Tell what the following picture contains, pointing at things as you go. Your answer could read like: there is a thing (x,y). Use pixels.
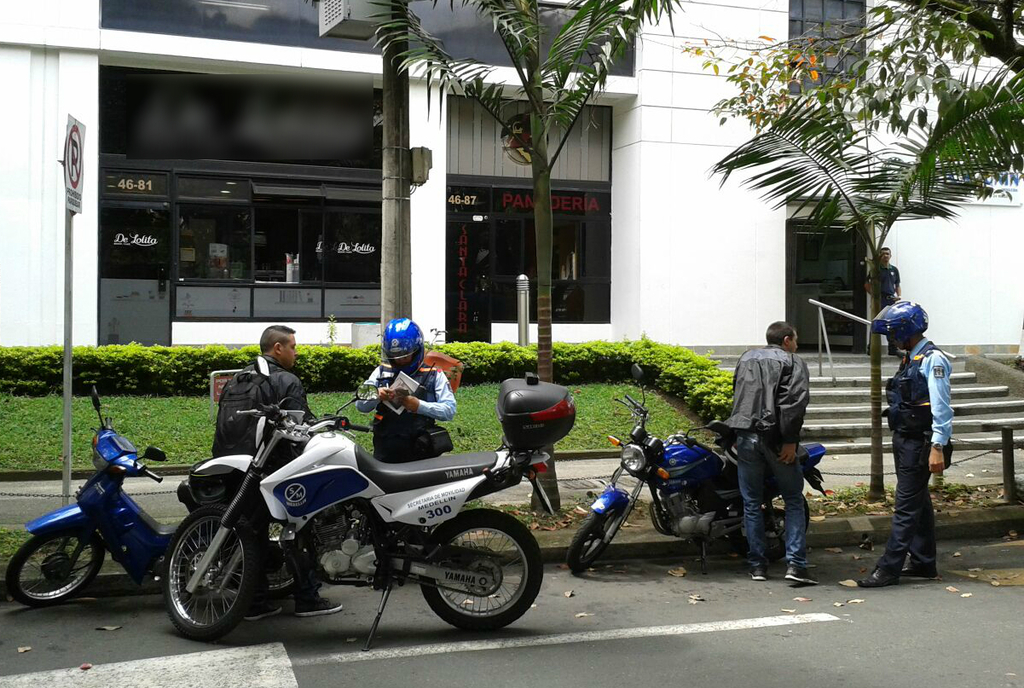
In this image there are bikes (539,577) on the road (664,606). There are people (404,420) standing on the road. Right side (916,386) there is a person (917,370) wearing a helmet (909,337). Middle of the image (377,410) there is a person (384,423) wearing a helmet (395,335) and he is holding an object (402,402). Right side (847,415) there is a staircase (848,393). Left there is a board (75,165) attached to the pole (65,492). There is a pole (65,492) on the pavement (518,495) having trees (879,492). There are plants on the grassland (186,440). Background (968,296) there is a building (768,228). Right side (879,281) a person (893,274) is standing on the floor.
